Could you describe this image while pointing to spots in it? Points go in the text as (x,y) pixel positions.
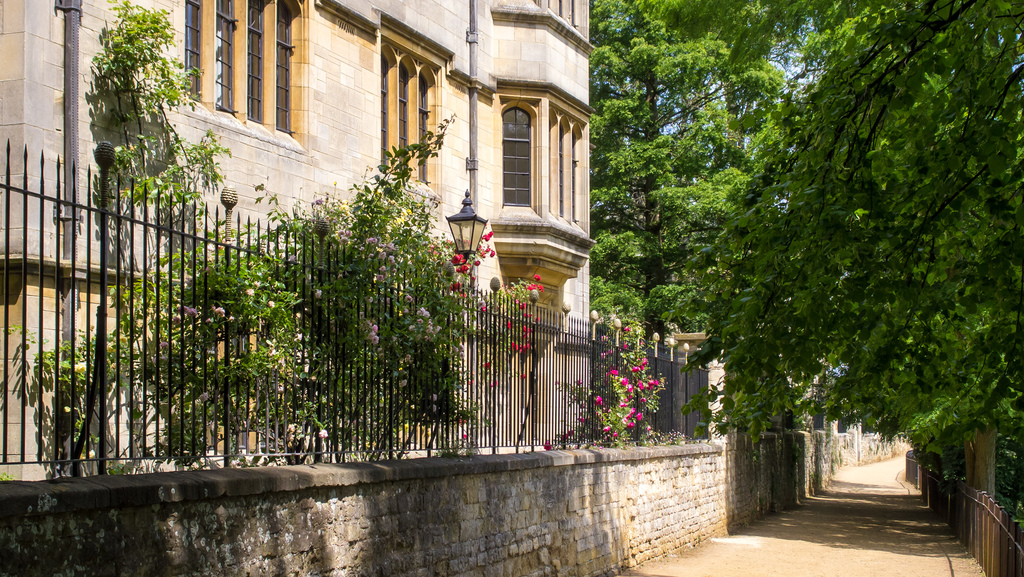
In this picture we can see a building (483,110) with windows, trees (860,222), path (864,541), wall (857,440) and in the background (816,63) we can see the sky (679,102).
